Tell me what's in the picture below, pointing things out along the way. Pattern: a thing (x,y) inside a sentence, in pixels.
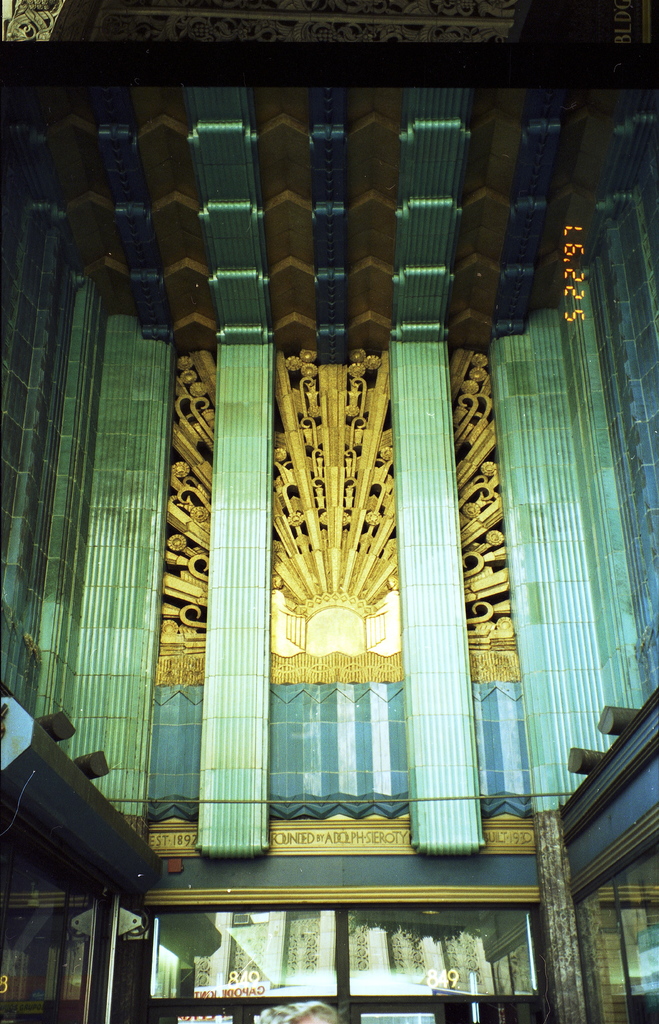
In this image we can see a building (327,420) with pillars (154,524), cable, lights (72,801) and windows (488,958).
